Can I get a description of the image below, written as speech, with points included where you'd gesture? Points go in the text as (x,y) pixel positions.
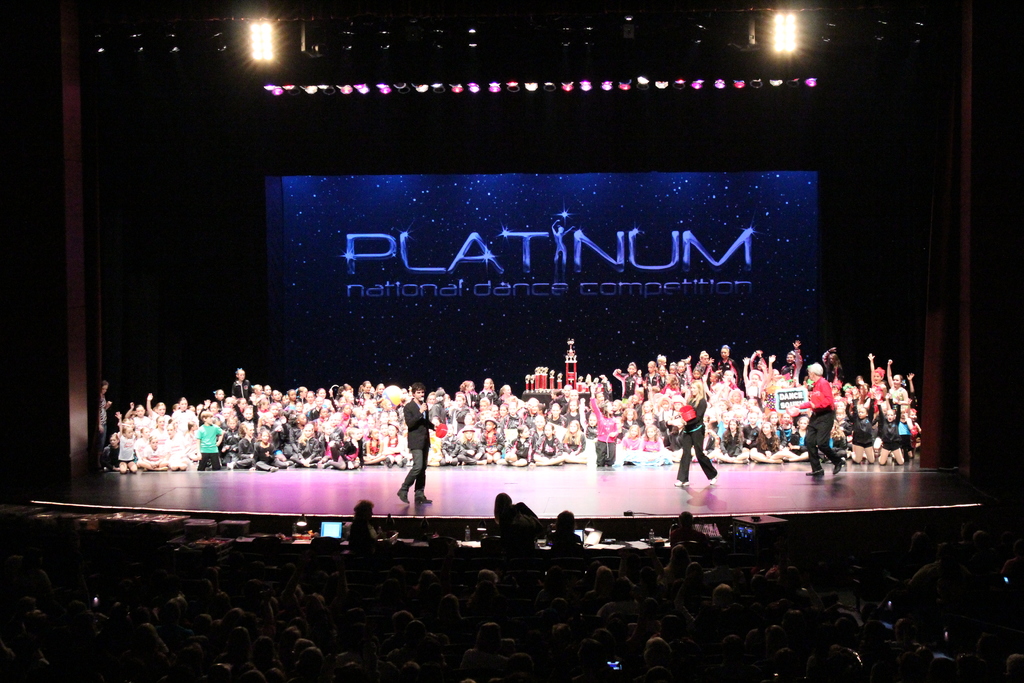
This picture shows many people (511,455) seated on the dais (335,506) and we see few people (419,408) standing and we see audience (441,624) seated and we see laptop (336,524) on the table (328,540) and we see led screen (419,333) on the back (775,297) and few lights (608,85).
